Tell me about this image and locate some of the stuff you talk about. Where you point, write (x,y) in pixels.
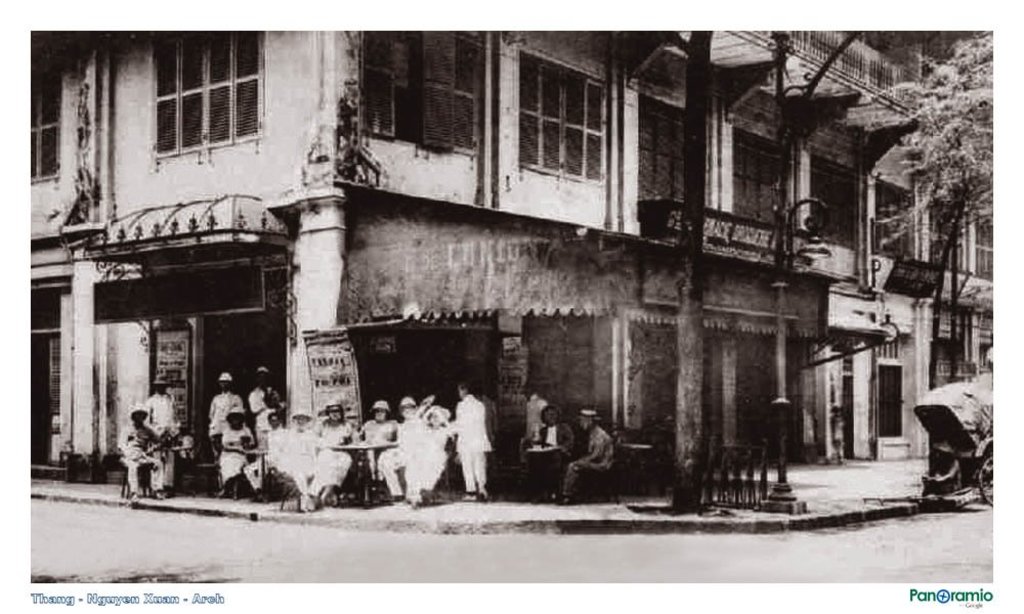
This is a black and white picture, there is a building (420,217) in the back (438,163) with few people (152,425) sitting in front of it on chairs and there are trees (969,123) on the right side (984,96) with a road (164,518) in front of it.
